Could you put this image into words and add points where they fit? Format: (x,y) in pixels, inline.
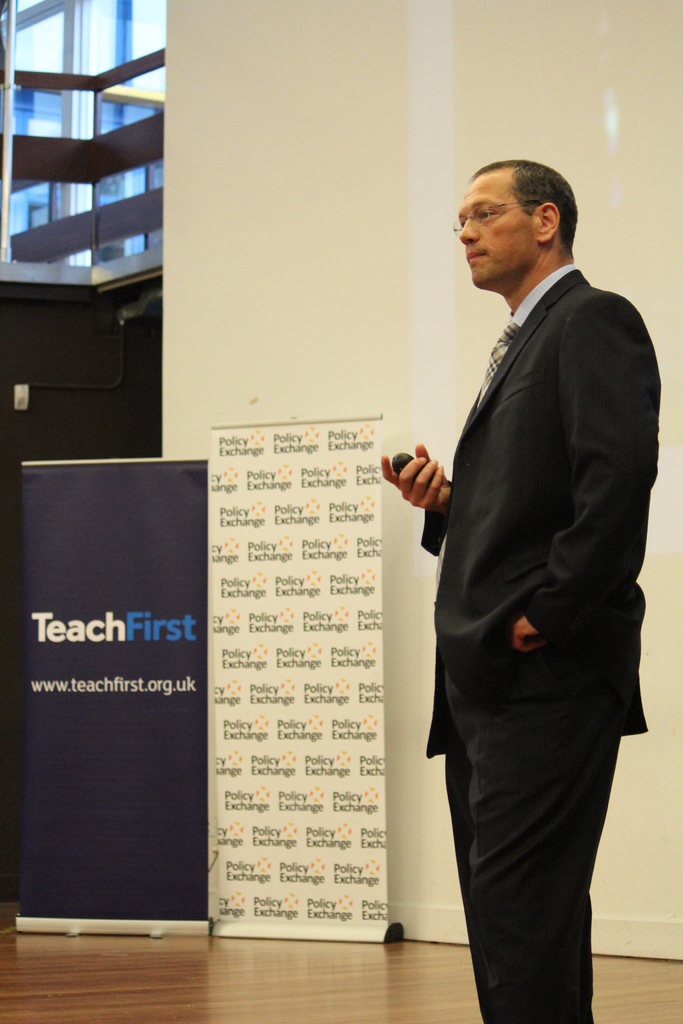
In the picture I can see a man (524,550) is standing on a wooden floor (372,982) and holding an object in the hand (434,489). The man (479,493) is wearing a shirt (515,320), a tie (498,357), a black color coat (477,606) and a black color pant (488,906). In the background (149,679) I can see banners (207,618), a wall (192,370) and some other objects (72,296).
